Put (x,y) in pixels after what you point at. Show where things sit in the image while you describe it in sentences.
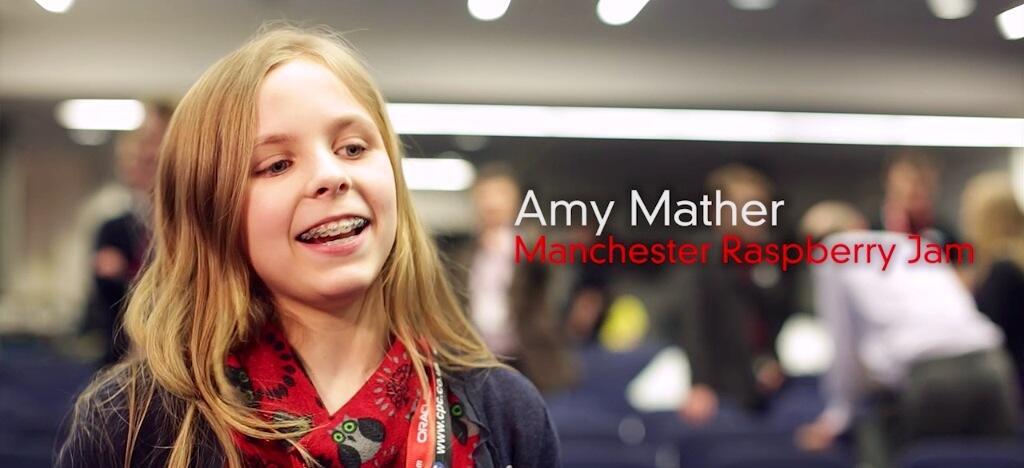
In the center of the image (634,251) we can see some text (655,212) and we can see one girl (338,295) is smiling. In the background (94,75), we can see it is blurred.
